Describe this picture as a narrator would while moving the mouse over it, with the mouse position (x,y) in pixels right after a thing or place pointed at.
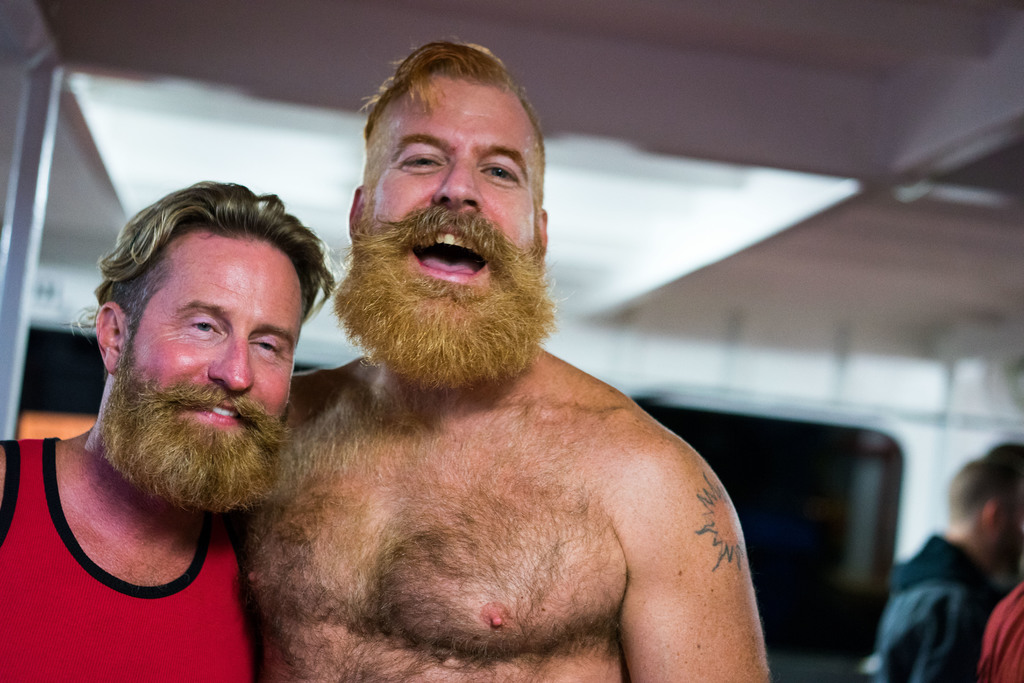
On the left side of the image (295,465) we can see two persons (439,336) are standing and a man (483,370) is shouting. In the background of the image (796,392) we can see the wall (788,352) and windows (721,452). On the right side of the image (993,502) we can see some persons (962,580) are standing. At the top of the image (675,136) we can see the roof (639,205).
